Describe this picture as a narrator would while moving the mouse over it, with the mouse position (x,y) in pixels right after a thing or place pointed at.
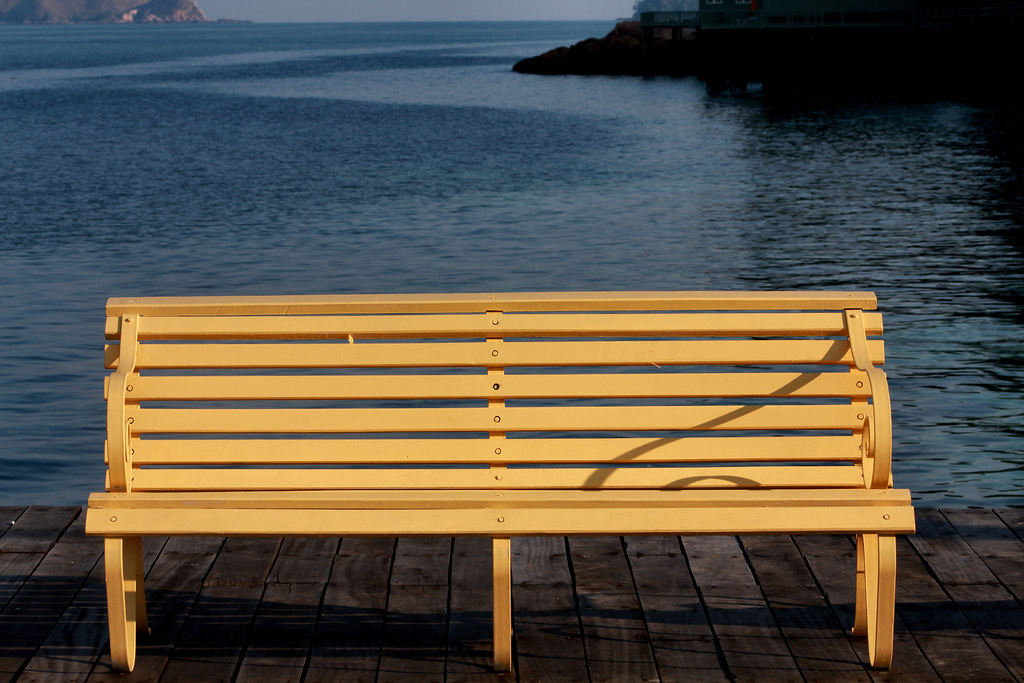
In this image we can see a bench (536,429) on the wooden floor (560,610), water (602,217), mountains (112,7) and sky (501,18) in the background (517,17).
